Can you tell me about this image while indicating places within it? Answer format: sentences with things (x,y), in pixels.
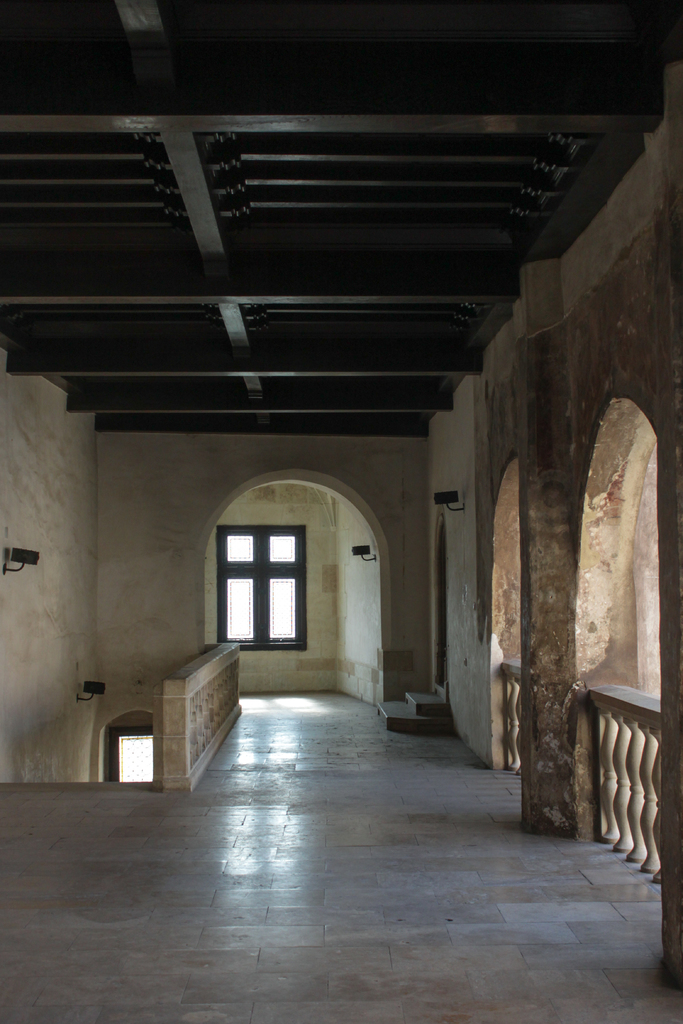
This picture was taken inside the building (266,732). I can see the windows (280,636) with the glass doors (273,605). I think these are the CCTV cameras (31,555), which are attached to the walls (98,650). I can see the pillars (682,584). I think these are the balusters (606,754). This looks like a wooden ceiling (320,357) at the top (332,81).
